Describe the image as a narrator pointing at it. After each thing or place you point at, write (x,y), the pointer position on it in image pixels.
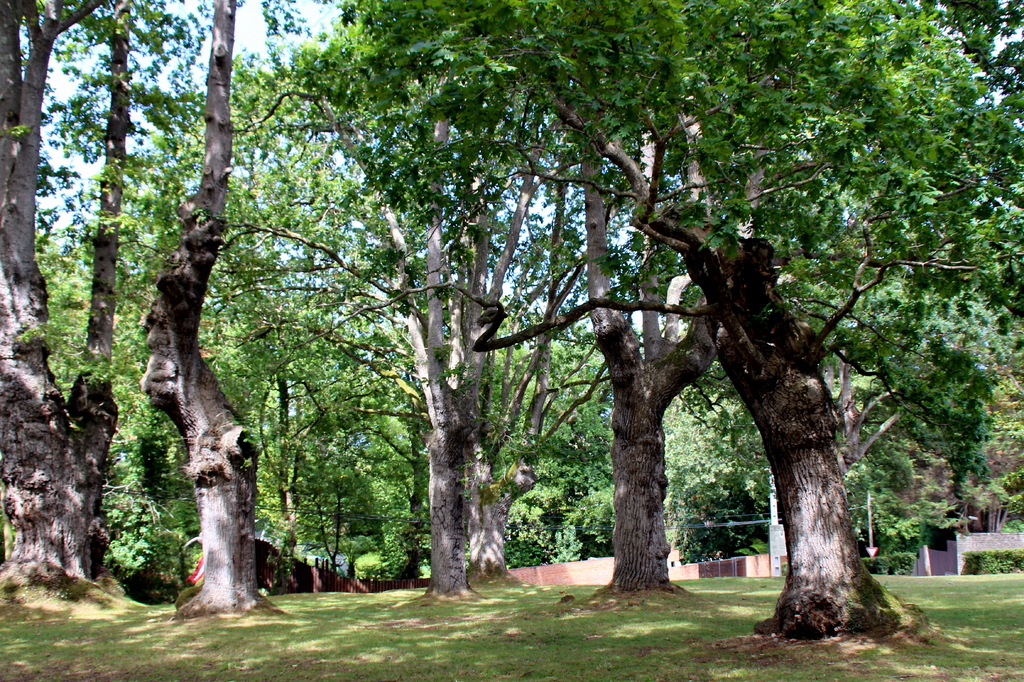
In this image few trees (86,287) are on the grassland (716,628). Behind there is wall (984,542). Right side (993,557) there are few plants (981,563).
